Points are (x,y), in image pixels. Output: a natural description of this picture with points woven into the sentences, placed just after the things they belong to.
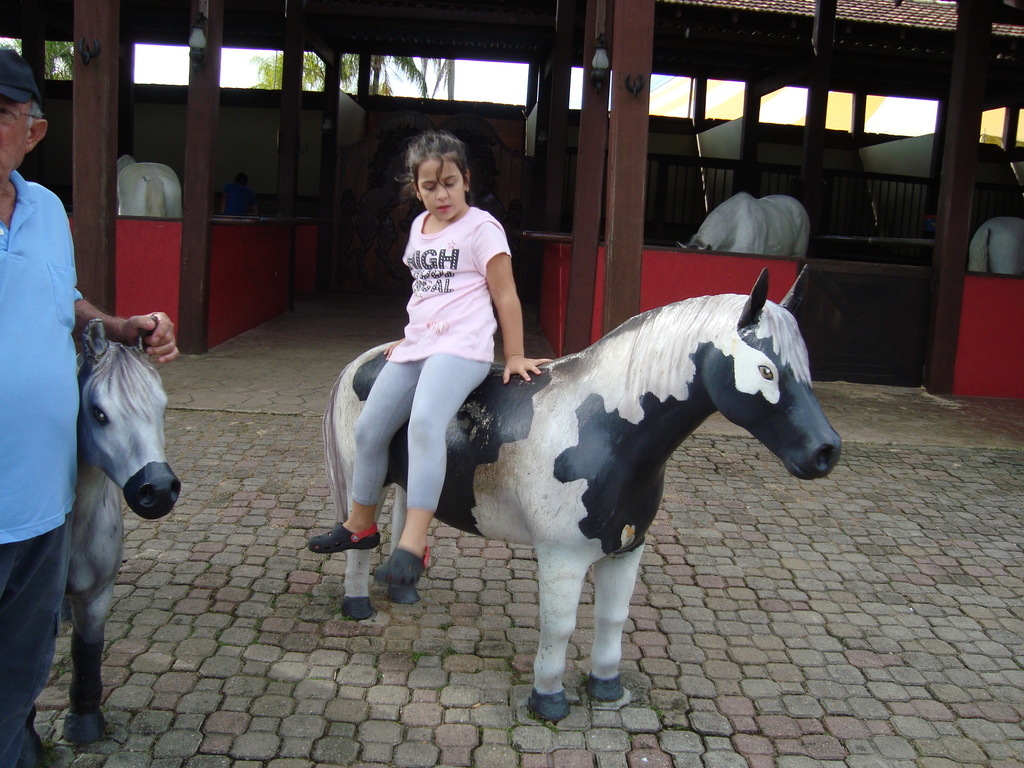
In this image we can see a child (450,392) sitting on the toy horse (594,424). On the left side of the image (8,480) we can see a man (28,435) wearing blue t shirt (27,432) is touching the toy horse (110,443). In the background (175,265) we can see a shed (555,135).
